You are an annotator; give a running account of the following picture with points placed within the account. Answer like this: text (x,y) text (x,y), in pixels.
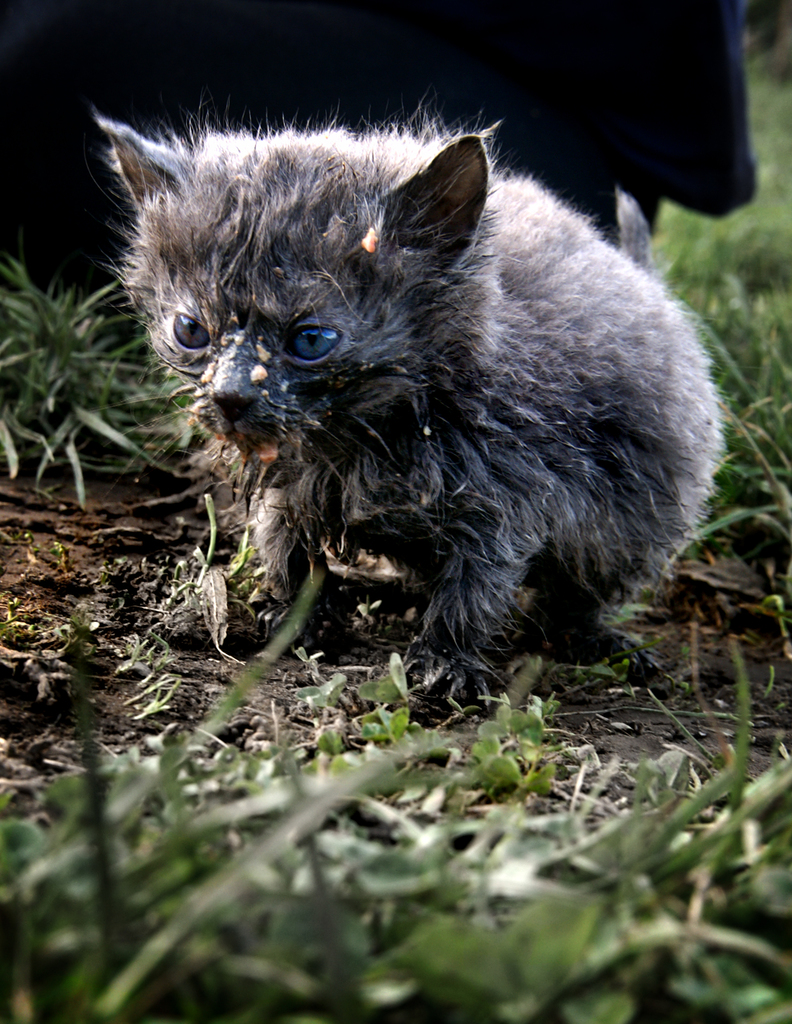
In this image I can see an animal (457,399) in black and white color. I can see few green grass (515,824) and mud (548,672).
